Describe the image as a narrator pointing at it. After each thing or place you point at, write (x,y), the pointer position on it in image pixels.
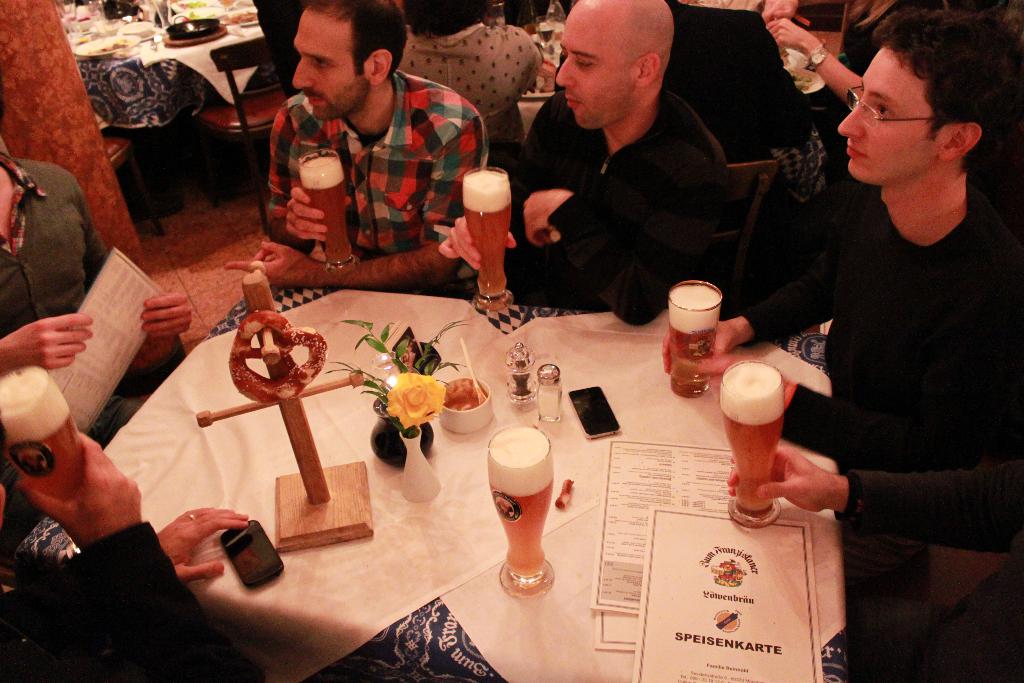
In this picture we can see a group of man (682,223) sitting on chairs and holding glass (506,206) full of drinks (476,227) in their hands (321,235) and in front of them we have table (387,523) and on table (344,406) flower vase (407,442), bottle (556,392), mobile (600,414), glass of drink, menu cards (614,505) and in the background (124,82) we can see table (127,74) and on table (147,39) we have plates (106,46) and aside to this table (178,105) we have chairs (231,77).
